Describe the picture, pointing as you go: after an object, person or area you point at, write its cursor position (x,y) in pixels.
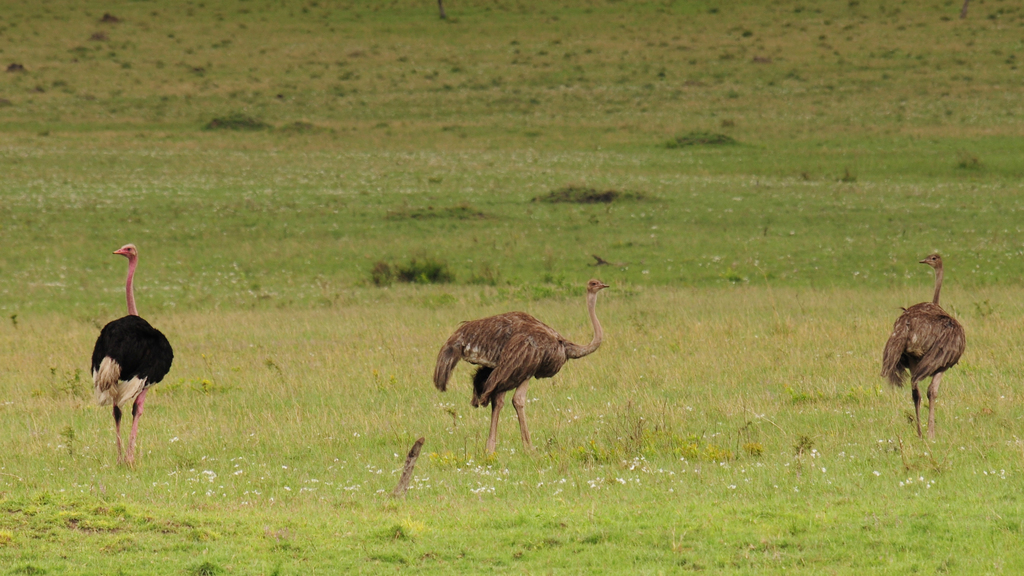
This image is taken outdoors. At the bottom of the image (404,521) there is a ground (779,525) with grass (638,231) on it. In the middle of the image (532,339) there are three ostriches (452,346) on the ground (588,394).
